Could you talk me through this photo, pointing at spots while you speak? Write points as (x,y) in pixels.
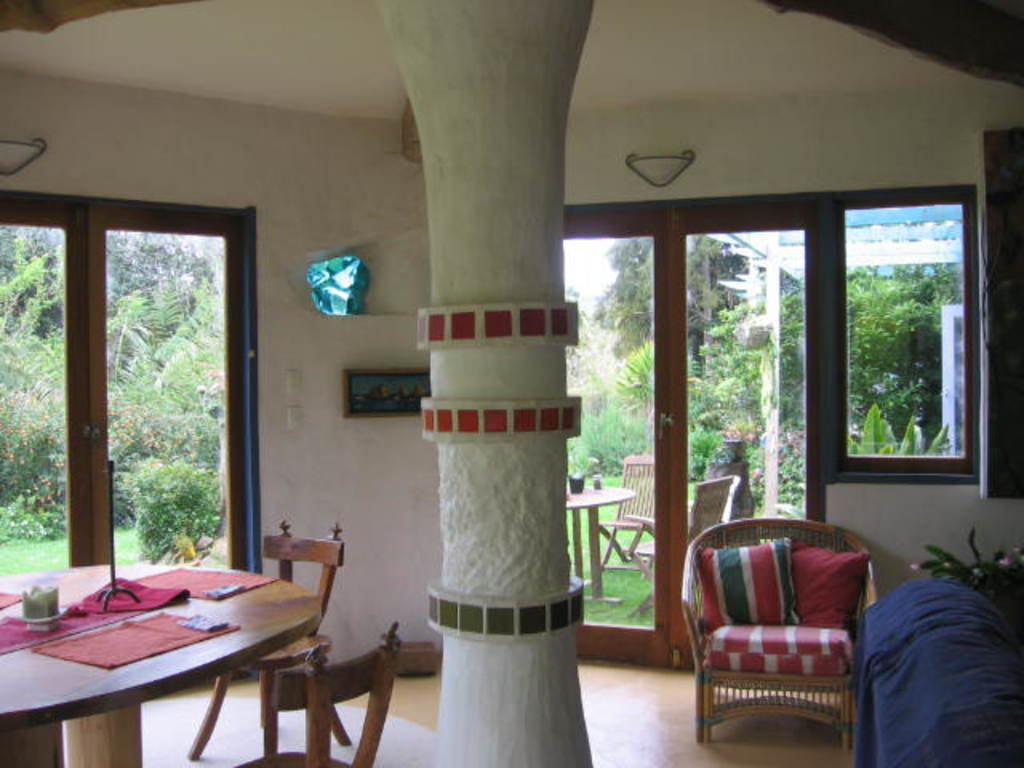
In this image we can see the inner view of a room (434,547). In the room (434,547) there are table (211,577), napkins (178,586), chairs (277,656), houseplant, pillars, cushions (754,564) and a photo frame (362,390) attached to the wall (333,368). In the background (871,344) we can see chairs (632,507), table (601,501), ground (616,576), bushes (184,496), trees (801,372) and sky (609,285).
